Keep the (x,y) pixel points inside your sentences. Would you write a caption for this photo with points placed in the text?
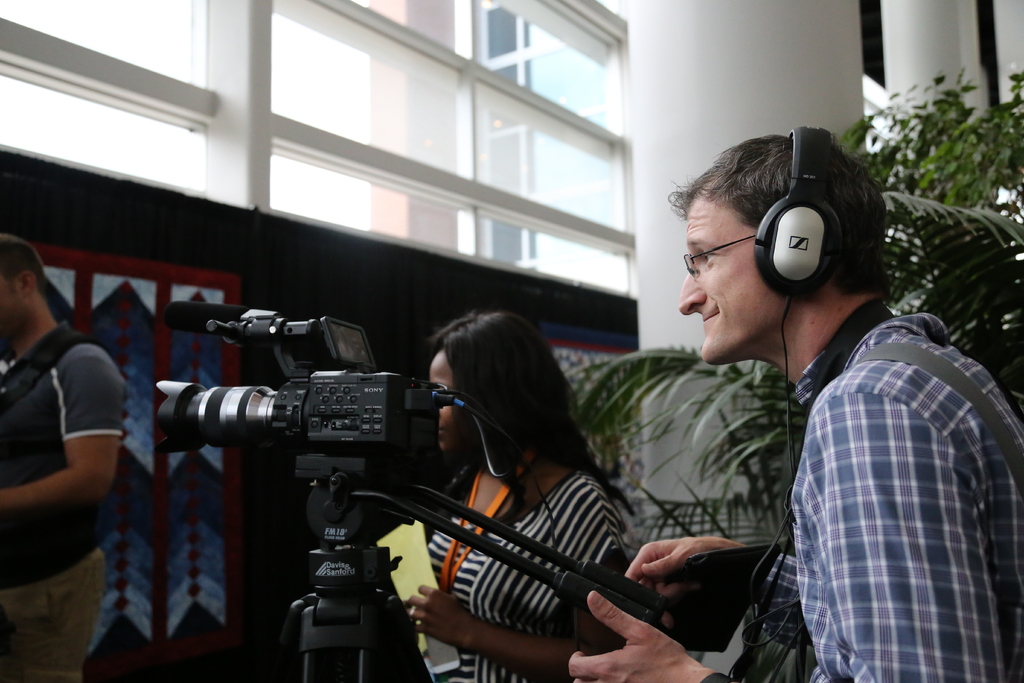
This picture shows a man (741,320) standing on the right (762,268) and he wore a headset (789,223) on the head (761,177) and he is holding a camera (403,418) and i see camera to the stand (351,607) and a woman (510,495) standing on the side holding papers (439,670) in her hands (443,620) and i see another man (86,486) on the left side (86,467) in front of the camera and i see a wall (235,249) and glasses (295,115) to it on the top (523,139), From the glass (480,103) we see another buildings (390,107) and I see plants (966,251) on the right side of the man (840,269) holding camera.
